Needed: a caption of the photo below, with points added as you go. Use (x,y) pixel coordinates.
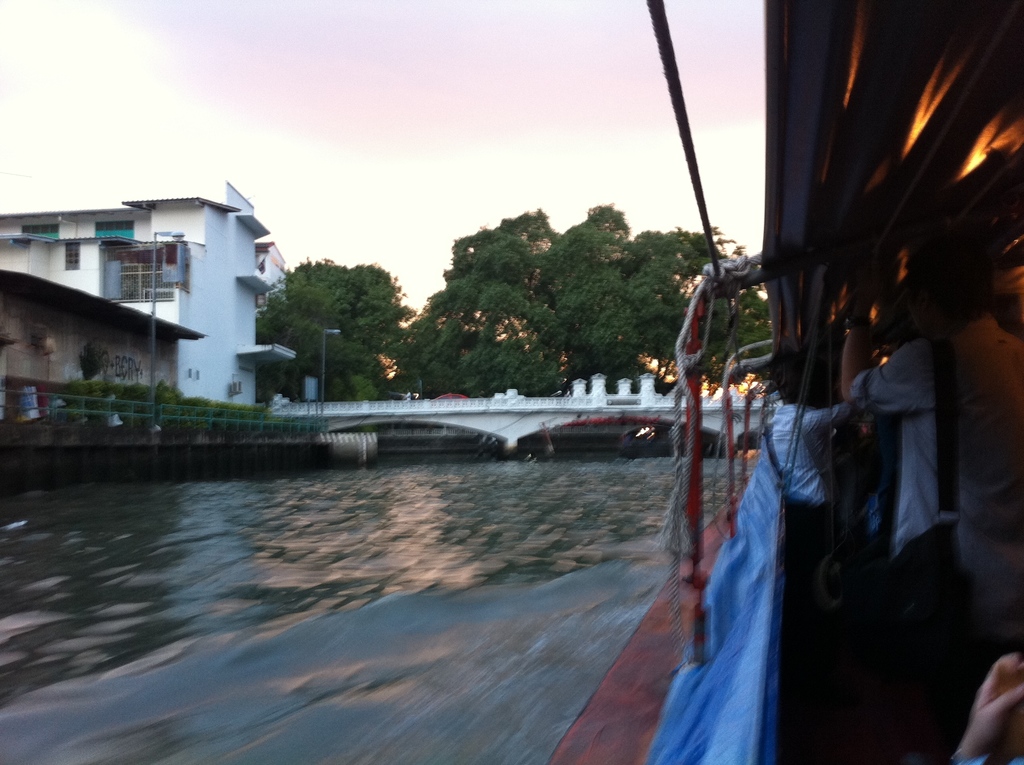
In this image on the right (876,469), there is a boat (888,244) on that there are some people (924,515). At the bottom (532,625) there are waves (476,618) and water (387,573). In the middle (430,362) there are trees (490,390), bridge (392,402), houses (179,325), sky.
